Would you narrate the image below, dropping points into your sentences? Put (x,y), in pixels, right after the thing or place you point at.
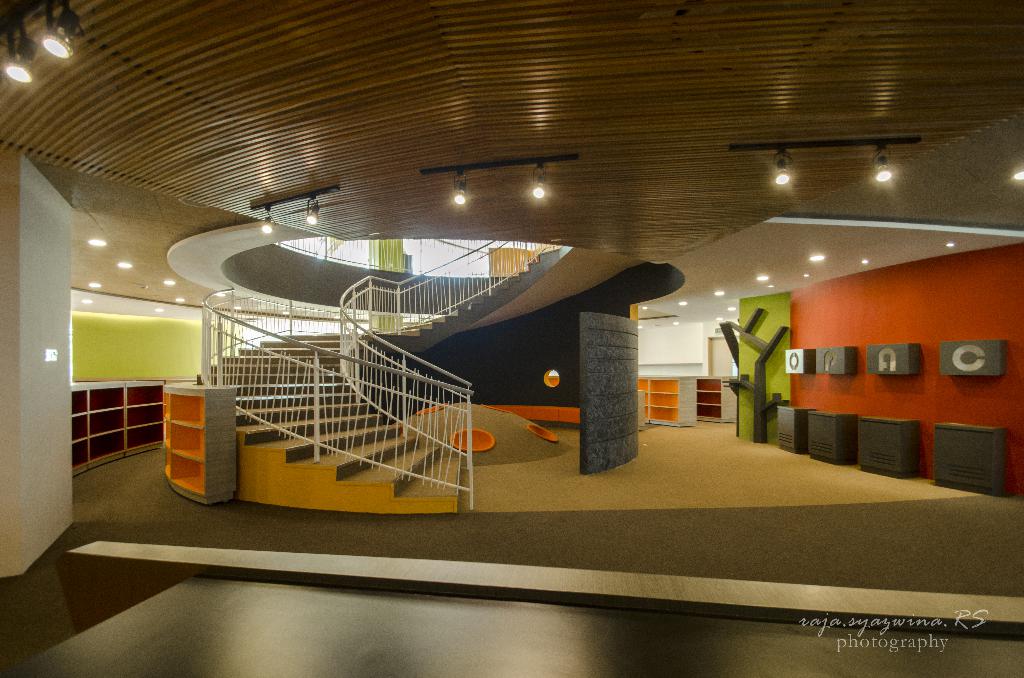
In this picture there is interior of a building (143,334) which has a stair case (315,340) and there are few tables (897,452) on either sides of it and there are few lights (49,35) attached to the roof (524,130) and there is something written in the right bottom corner (884,625).
